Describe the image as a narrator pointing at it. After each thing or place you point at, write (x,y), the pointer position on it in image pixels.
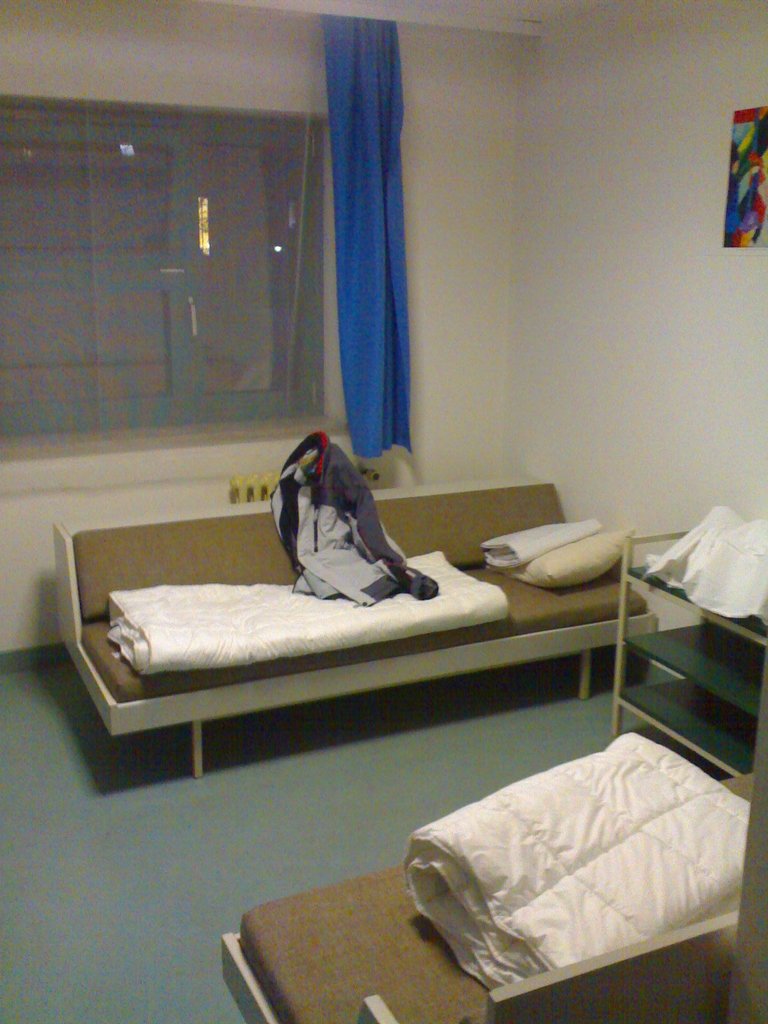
In this picture we can see there are two couches (152,673) and on the couches (519,582) there are blankets (405,631). On the right side of the image (704,646) there is a side table (661,653) and on the table (696,663) there is a white cloth (710,544). There is a photo frame (728,194) on the wall (710,209). On the couch (196,560) there is a pillow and a jacket (319,503). Behind the couch (185,572), there is a curtain (355,344) and a window (123,237).
